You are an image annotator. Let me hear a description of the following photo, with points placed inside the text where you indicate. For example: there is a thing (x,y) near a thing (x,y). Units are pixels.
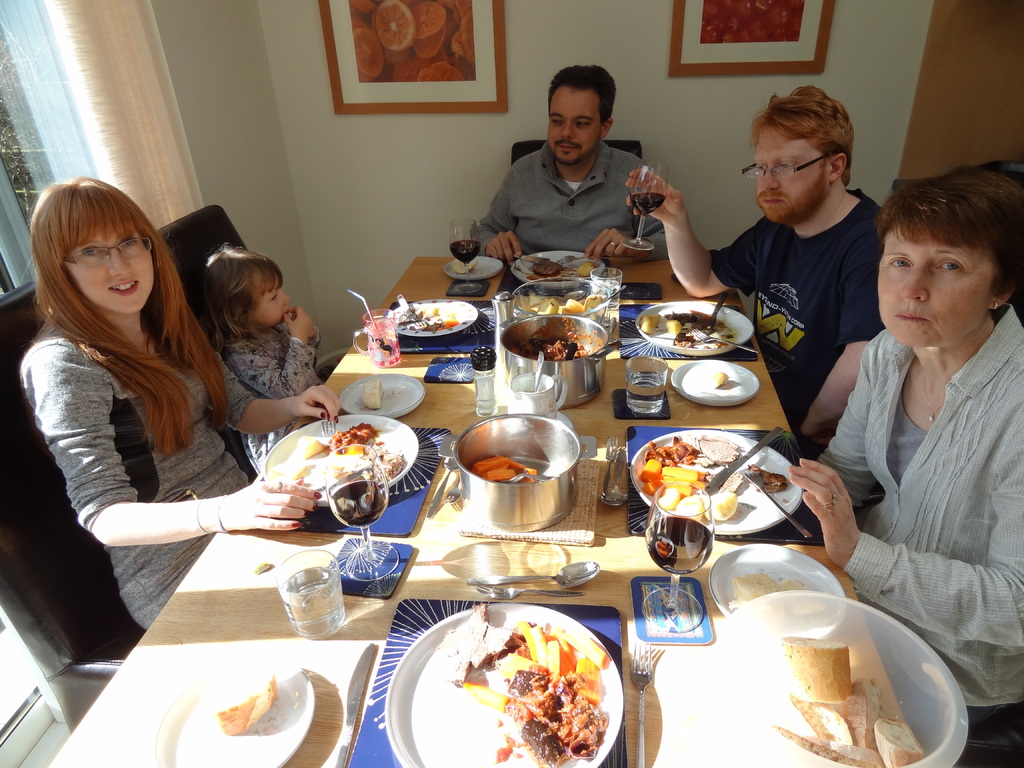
In this picture there are group of people (801,172) sitting beside the dining table (595,559). On the table (624,570) there is food (543,696) in plate (349,403), bowls (725,657), vessels (473,504) etc. On the tables (427,565), there are spoons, forks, jars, glasses (376,343) etc are placed. Towards the right (929,472), there is a woman (935,528) wearing a grey shirt (928,559). Behind her there is a man (830,286) wearing a blue t shirt (790,263) and holding a glass (664,177). In the center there is a person (570,85) wearing a grey shirt (541,192). Towards the left (181,386), there is a woman (221,381) wearing a grey dress (125,393). Beside her, there is a kid (296,334). On the top (559,21) there is a wall (524,21) with frames (369,73).
